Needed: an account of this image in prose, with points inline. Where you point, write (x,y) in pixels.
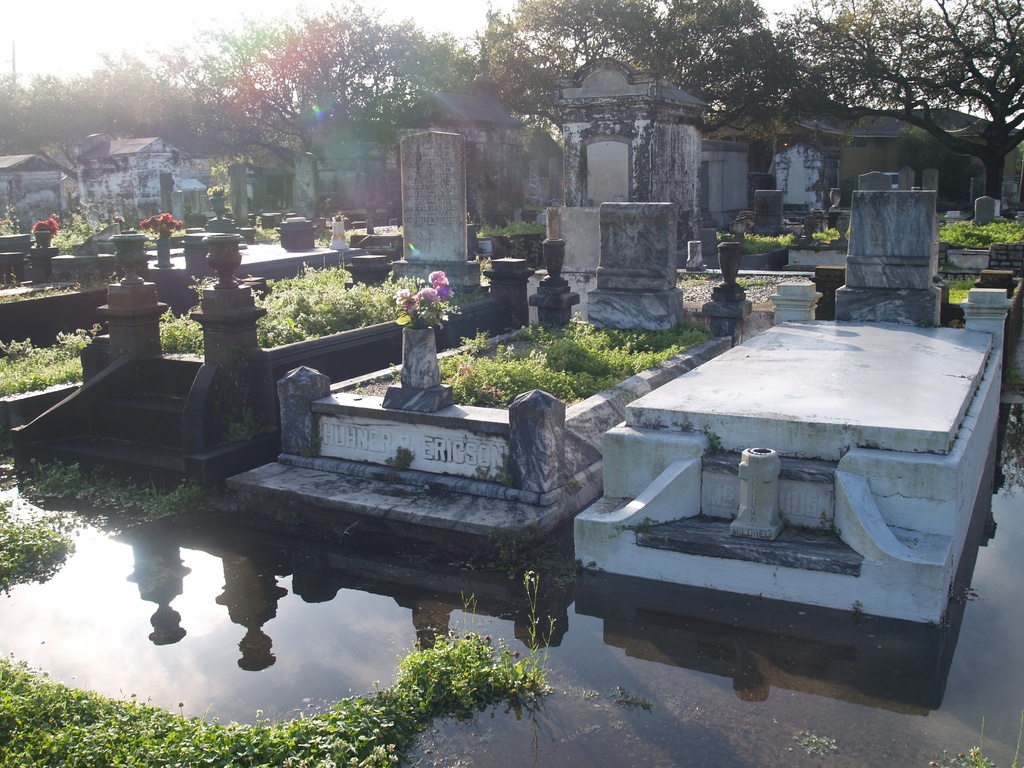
In this picture I can see few graves (532,425) and few plants (568,350) and I can see flowers (158,212) and few trees (802,111), buildings (673,125) and I can see water (626,672) on the ground (583,678) and a cloudy sky (88,65).
